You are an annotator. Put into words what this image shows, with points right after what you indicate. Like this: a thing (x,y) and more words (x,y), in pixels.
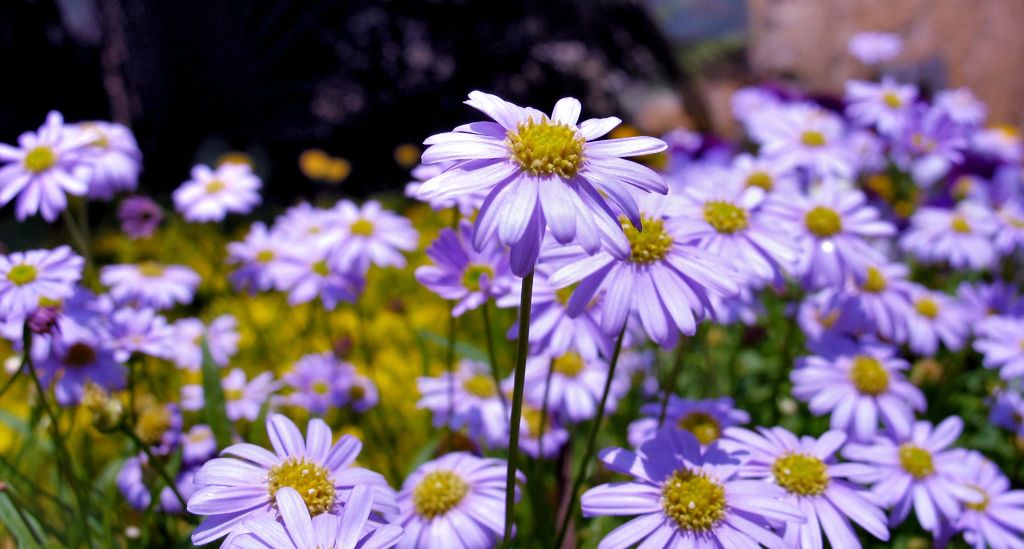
In this image we can see flowers (654,152) to the plants (738,347). The flowers (132,330) are in lavender color.
